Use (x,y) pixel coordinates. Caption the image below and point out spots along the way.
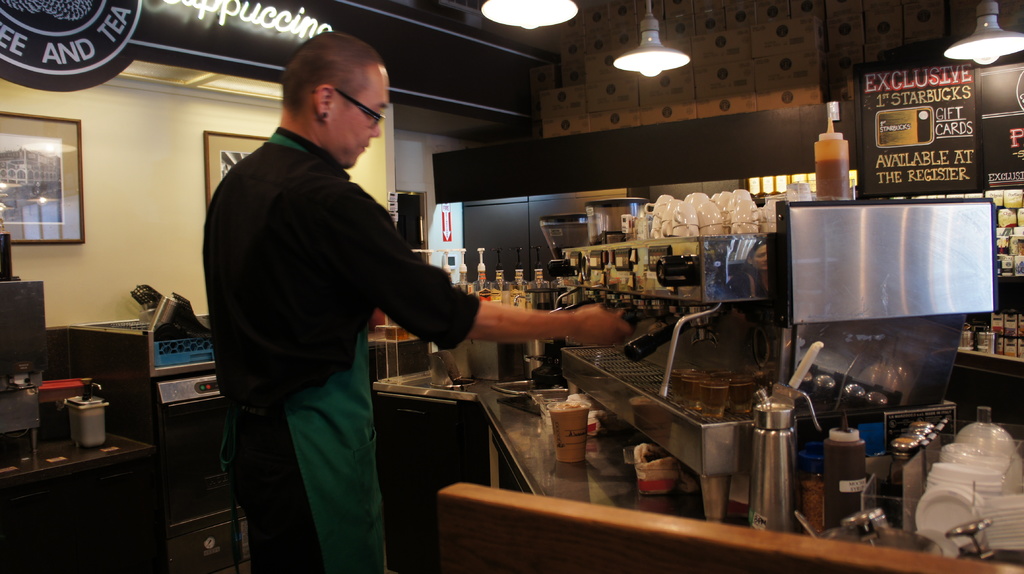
In this image I can see a man (335,245) is standing in the centre (357,367) and I can see he is wearing black colour dress (313,228), specs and a green colour apron (359,491). I can also see number of equipment (727,314), plates (939,547), glasses (712,215), few bottles (788,391) and few other things (654,484). On the right side (890,101) and on the left side of this image (70,63) I can see something is written. I can also see few lights (520,21) on the top side (1001,44) and behind it I can see number of boxes (678,97).
